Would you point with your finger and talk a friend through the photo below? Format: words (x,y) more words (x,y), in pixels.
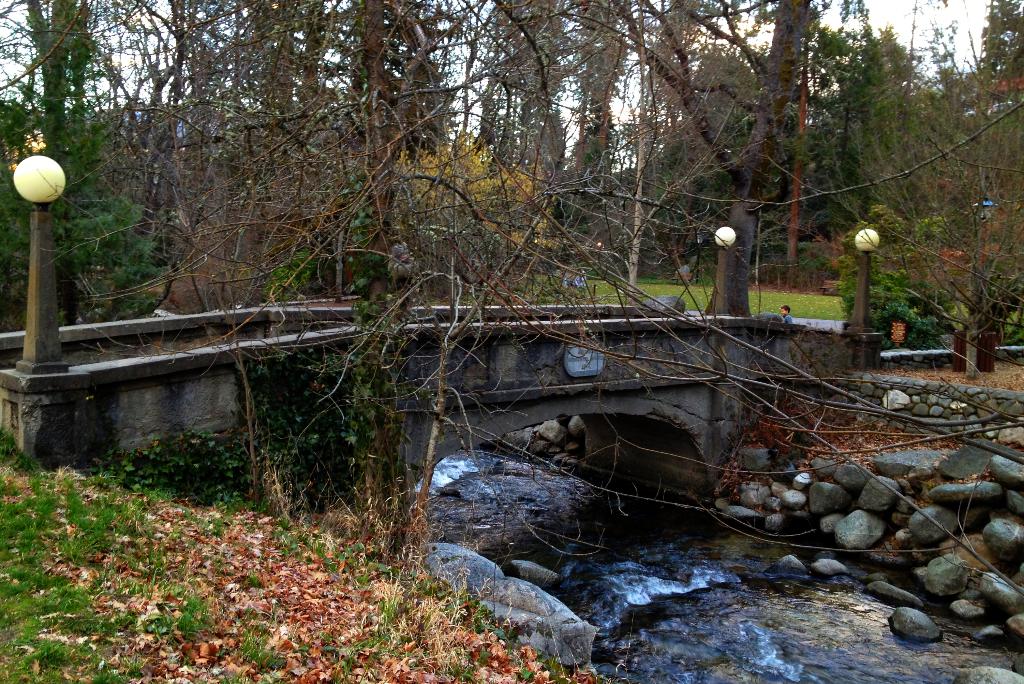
There are stones (970,675), bridge (633,470), water (645,530) and lamp poles (61,167) in the foreground area of the image (757,548), there are trees (801,229), grassland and the sky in the background (949,268).
